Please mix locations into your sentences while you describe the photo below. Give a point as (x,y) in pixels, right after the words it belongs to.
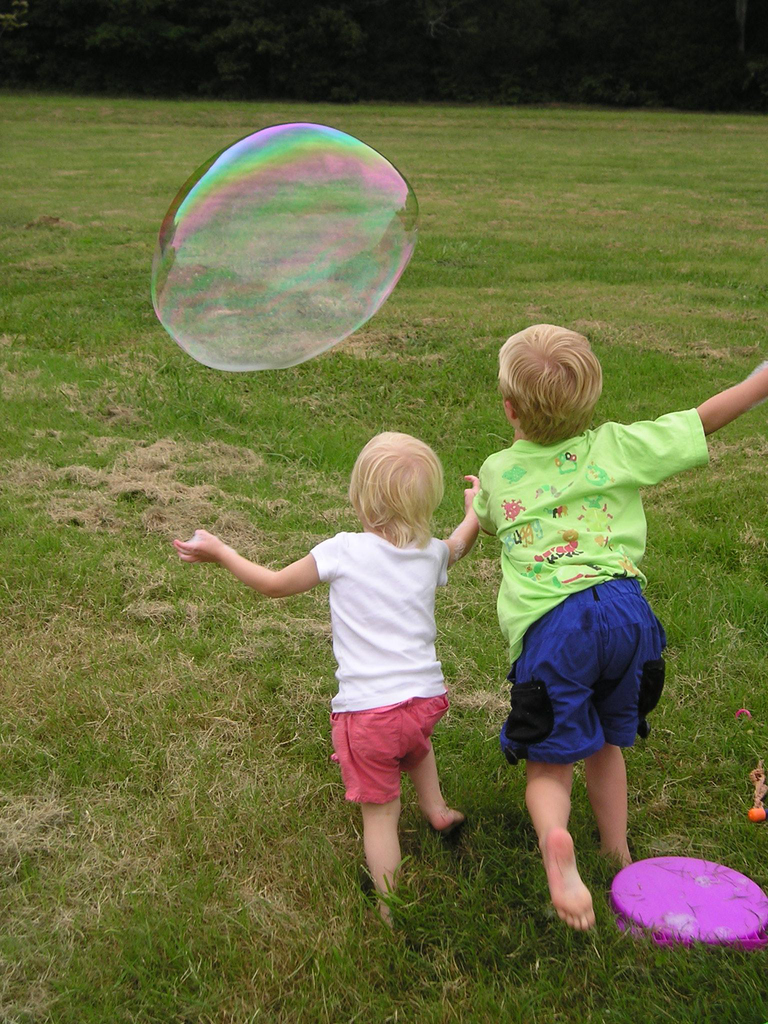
In this picture there is a boy (628,575) who is wearing green t-shirt (565,541) and blue short (598,670). Beside him there is a girl (384,619) who is wearing white t-shirt (377,681) and short (383,760). Both of them are running to catch the soap bubble (276,294). In the bottom right corner (758,895) I can see some plastic objects (766,809). In the background (510,38) I can see the trees (537,83), plants (628,98) and grass (534,166).
